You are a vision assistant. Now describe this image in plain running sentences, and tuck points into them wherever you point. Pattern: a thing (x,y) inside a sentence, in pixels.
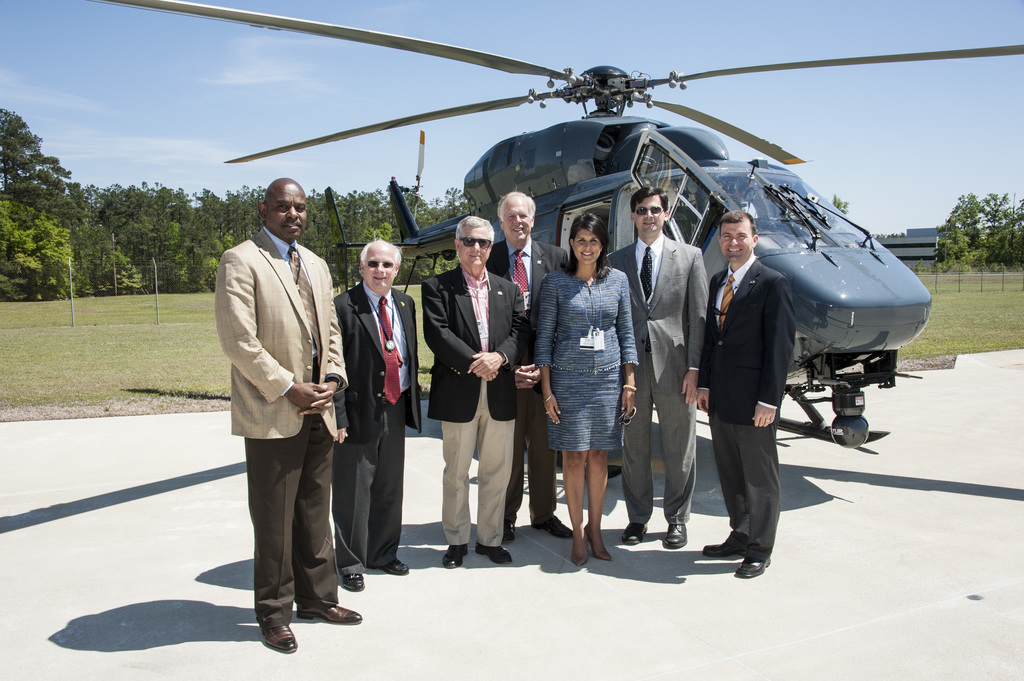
At the center of the image (526,370) there are a few people (555,363) standing, back of them there is a helicopter (823,247). In the background (95,234) there are trees (184,252), grass (146,322) and sky (178,108).
